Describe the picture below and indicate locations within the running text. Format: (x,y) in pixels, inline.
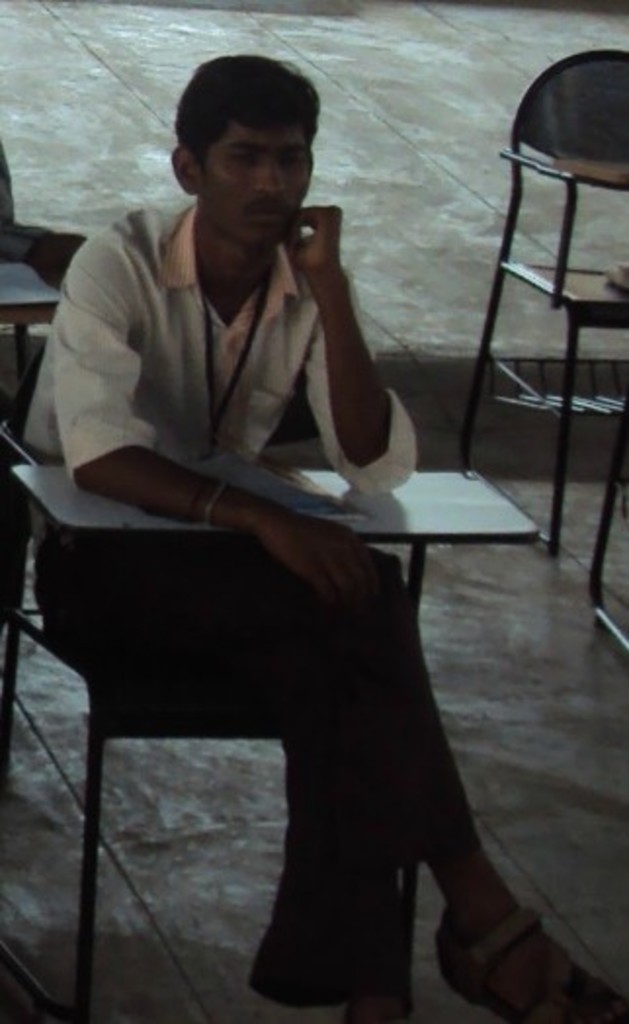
In this image we can see a person (249,264) sitting on a chair (122,691) and there is a book (299,504) on the writing pad (425,506) and there are few chairs (552,544) on the floor (459,348).
